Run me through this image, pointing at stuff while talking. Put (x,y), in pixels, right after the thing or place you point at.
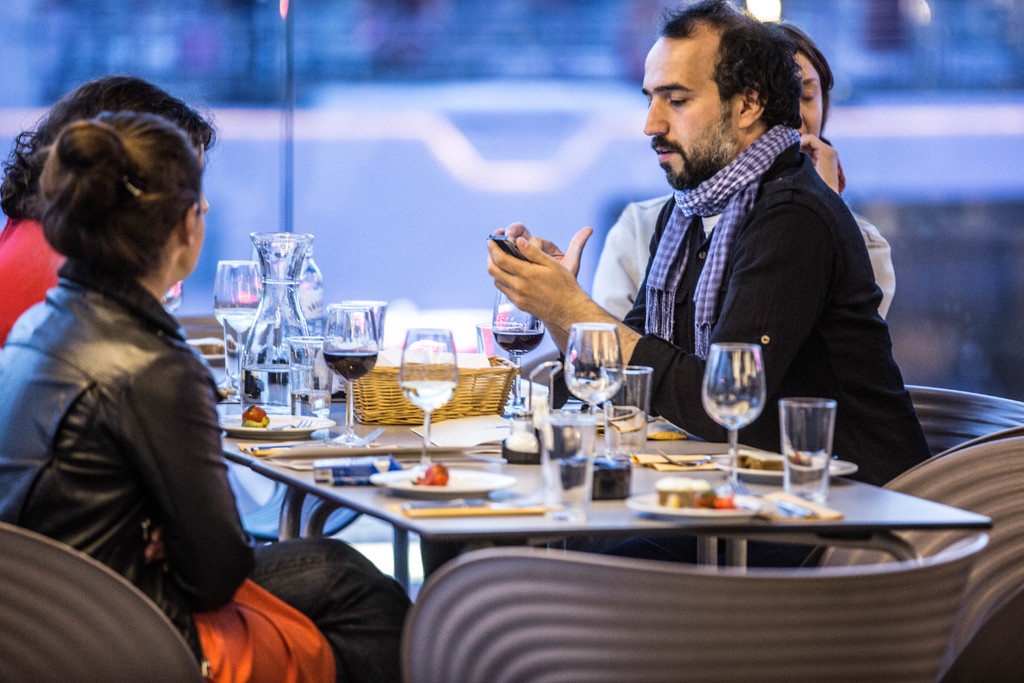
There are four persons (137,434) sitting on the table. One is male (729,266) and other three (158,312) are females (142,299) and there are glasses (533,321) which contains wine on the table (648,477), and the male guy (758,178) is operating his phone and woman (815,67) behind this male (750,106) looking other side.
